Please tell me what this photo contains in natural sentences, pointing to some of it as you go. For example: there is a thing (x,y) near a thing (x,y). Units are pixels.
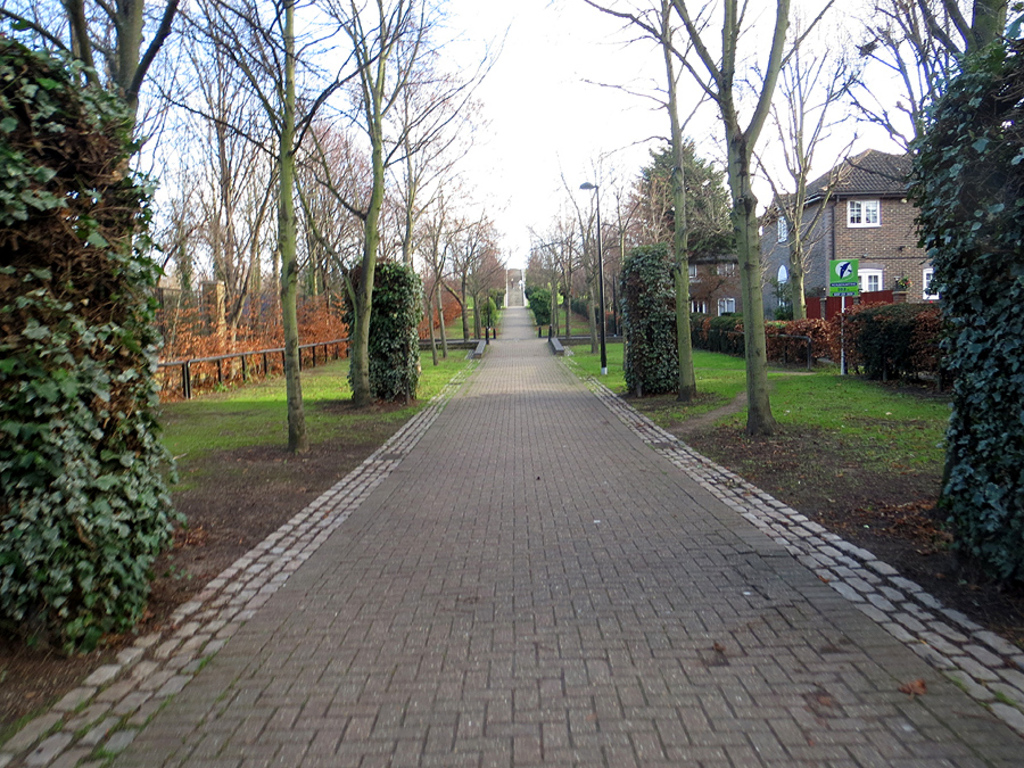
There are trees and houses (845,256) with windows (877,212), this is sky (587,105).
